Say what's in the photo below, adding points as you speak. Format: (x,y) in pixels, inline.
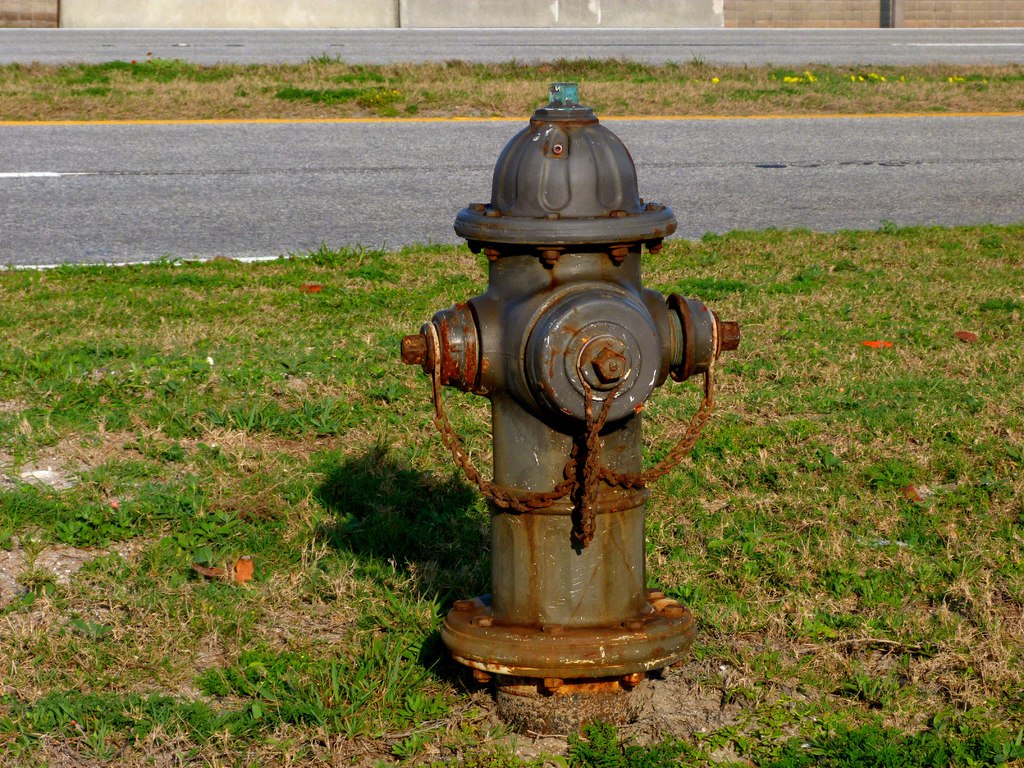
In this image we can see a fire hydrant (598,488). Around the fire hydrant (439,338) we can see the grass (402,326). In the background (485,176), we can see the grass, road (479,140) and a wall (595,3).
